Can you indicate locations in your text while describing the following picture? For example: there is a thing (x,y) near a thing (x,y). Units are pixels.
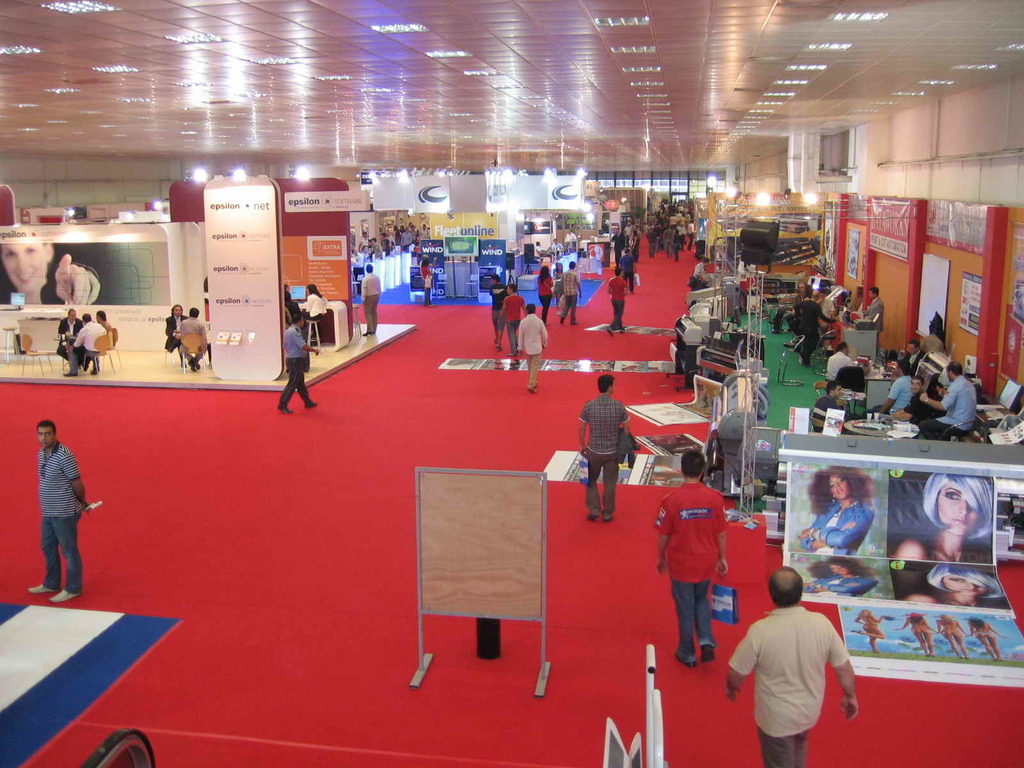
In this image there are many stalls (382,200). There are many people (639,244) in the image. At the bottom of the image (661,601) there is carpet (301,481). At the top of the image (501,34) there is roof (302,22).
